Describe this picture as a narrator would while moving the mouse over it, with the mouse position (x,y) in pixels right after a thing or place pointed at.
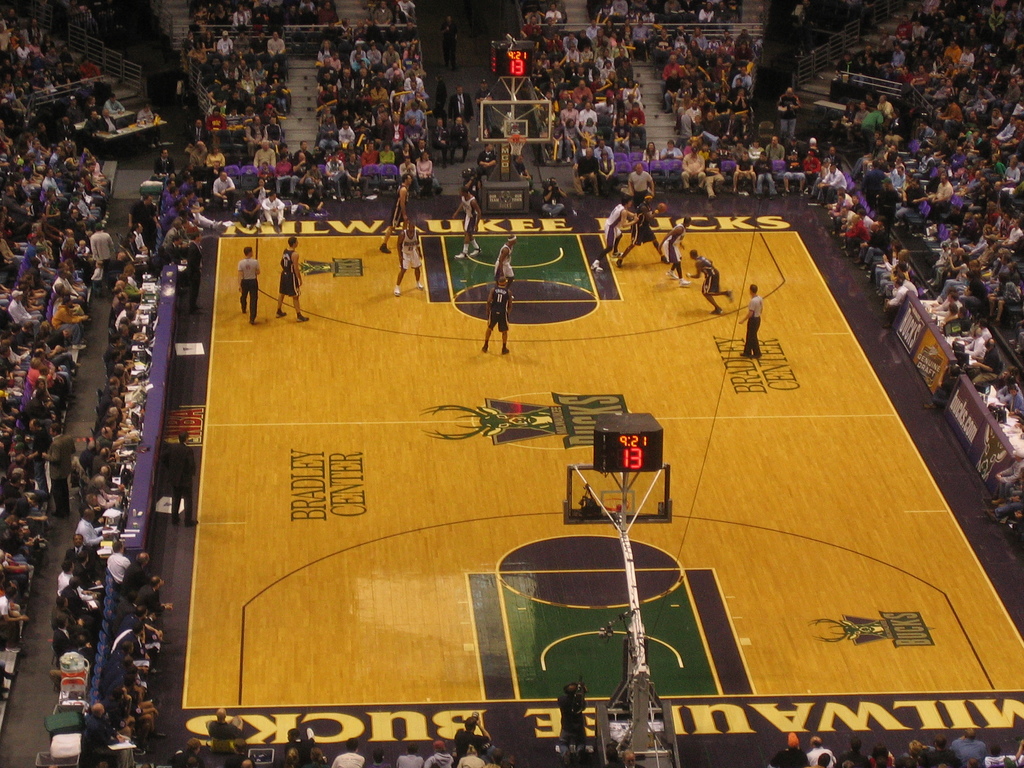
In this picture I can see there is a playground (452,604) and there are few people (652,220) inside the playground (540,374) and there are audience (783,122) sitting around them. There is a scoreboard (523,48) here.
